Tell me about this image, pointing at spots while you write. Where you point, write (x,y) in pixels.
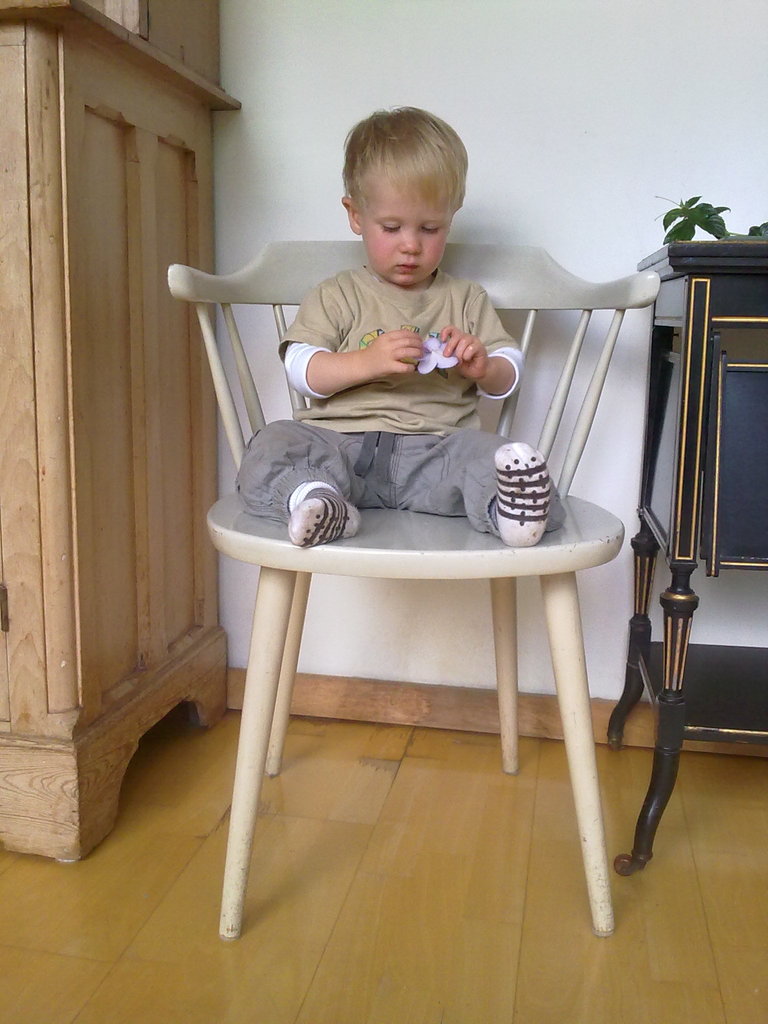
In the center of the image (328,542) there is a boy (324,531) sitting on the chair (503,563) next to him there is a stand (689,513). In the background (586,117) there is a wall (536,117).
